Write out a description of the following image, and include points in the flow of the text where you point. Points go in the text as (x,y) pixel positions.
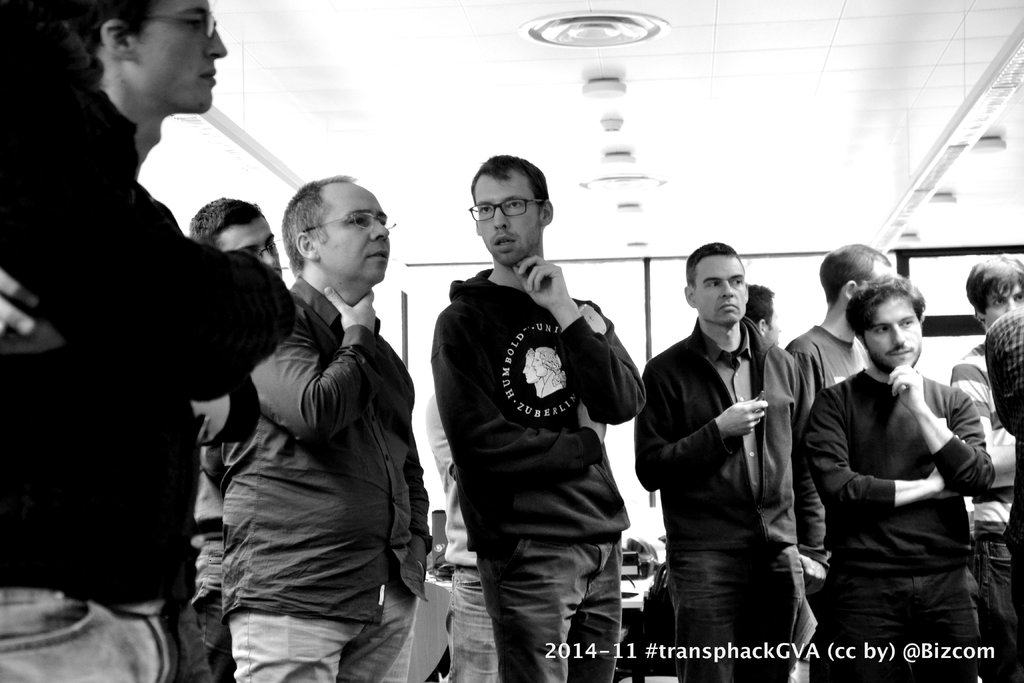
In the image I can see a group of people (510,522) are standing. In the background (637,188) I can see lights (619,151) on the ceiling (640,219) and here I can see a watermark (833,648) on the image. This image is black and white in color.
